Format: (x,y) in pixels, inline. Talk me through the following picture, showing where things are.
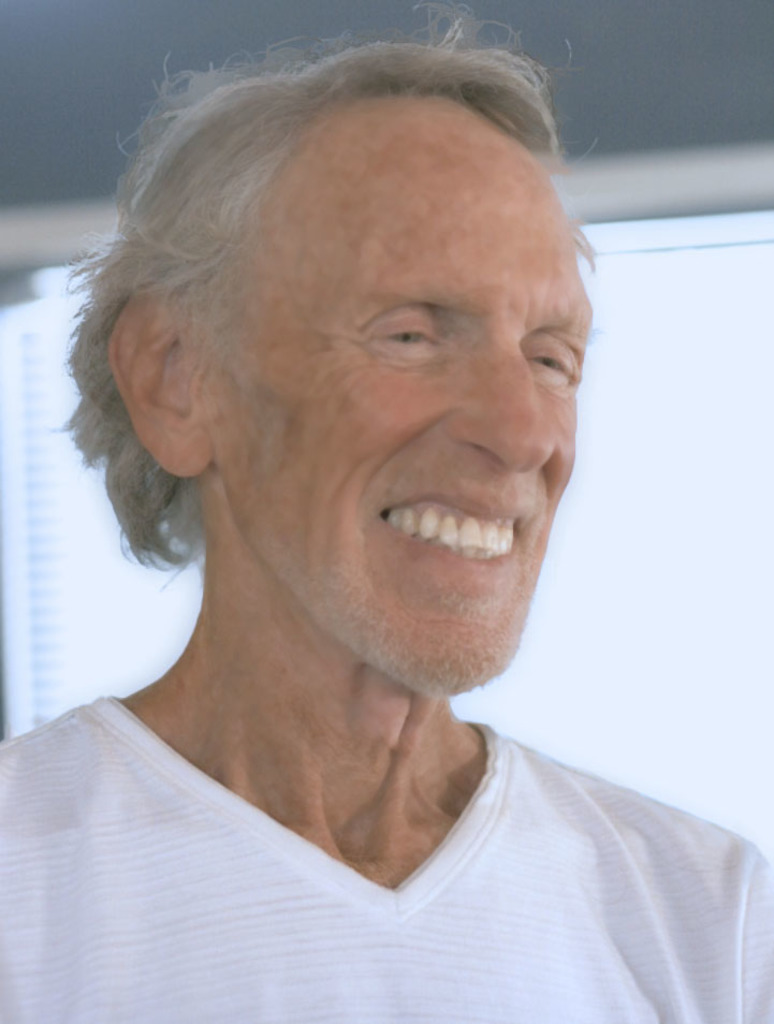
In this picture we can see a person (467,895), he is smiling and in the background (26,222) we can see an object (110,666).
